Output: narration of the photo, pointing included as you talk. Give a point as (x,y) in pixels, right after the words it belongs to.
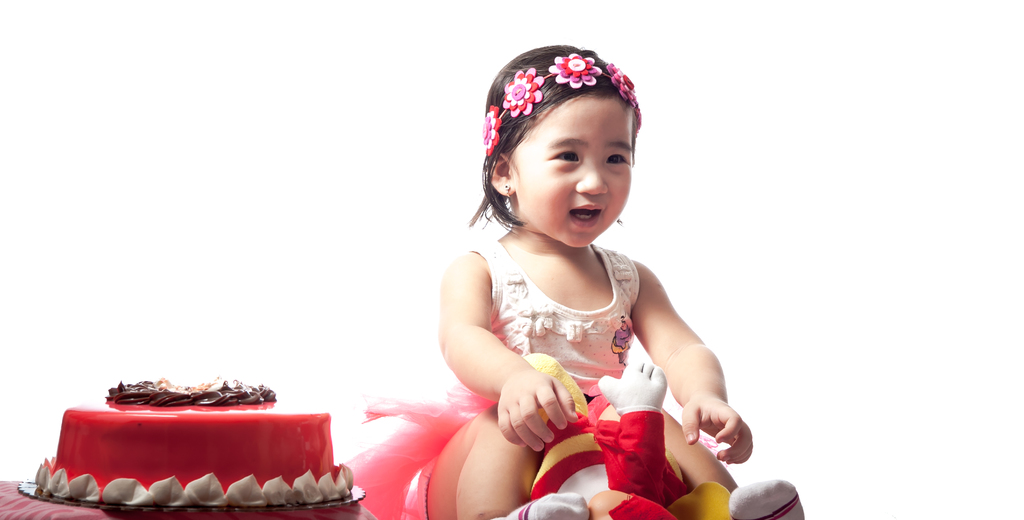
In this image I can see a baby (553,421), colorful toy (656,516) and cake (223,423) in red, brown and white color. Background (22,391) is in white color.
